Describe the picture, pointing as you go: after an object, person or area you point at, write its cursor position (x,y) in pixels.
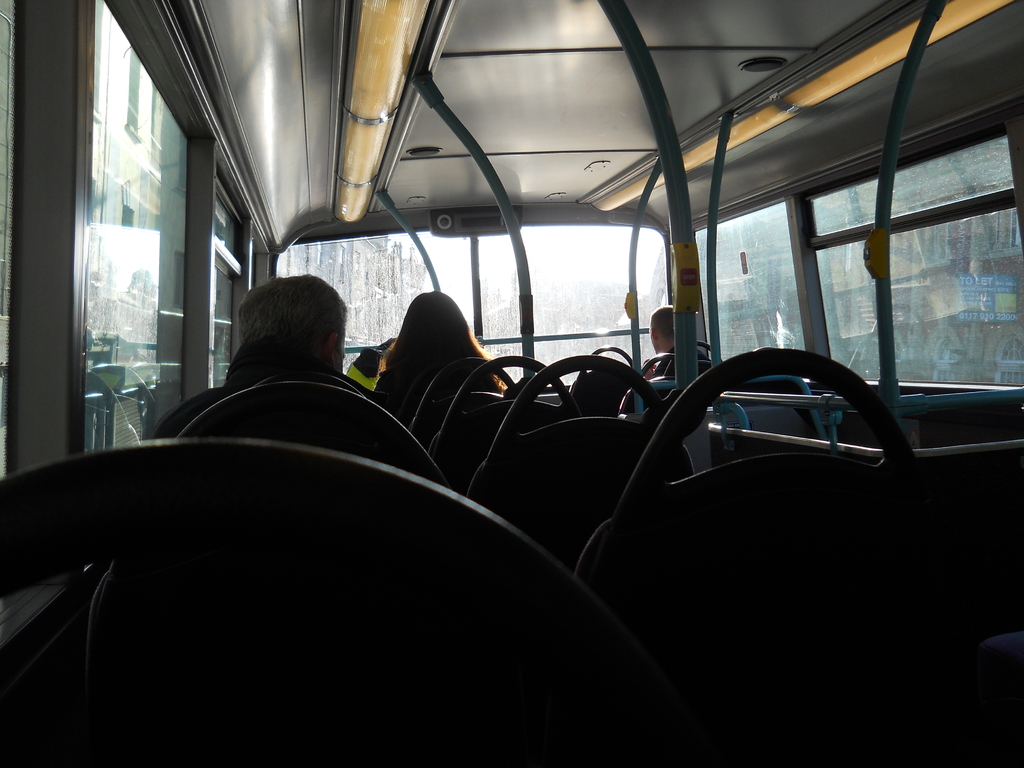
In this image we can see the inner view of the motor vehicle (510,385). In the motor vehicle (356,289) there are persons (292,340) sitting in the seats (301,426).
